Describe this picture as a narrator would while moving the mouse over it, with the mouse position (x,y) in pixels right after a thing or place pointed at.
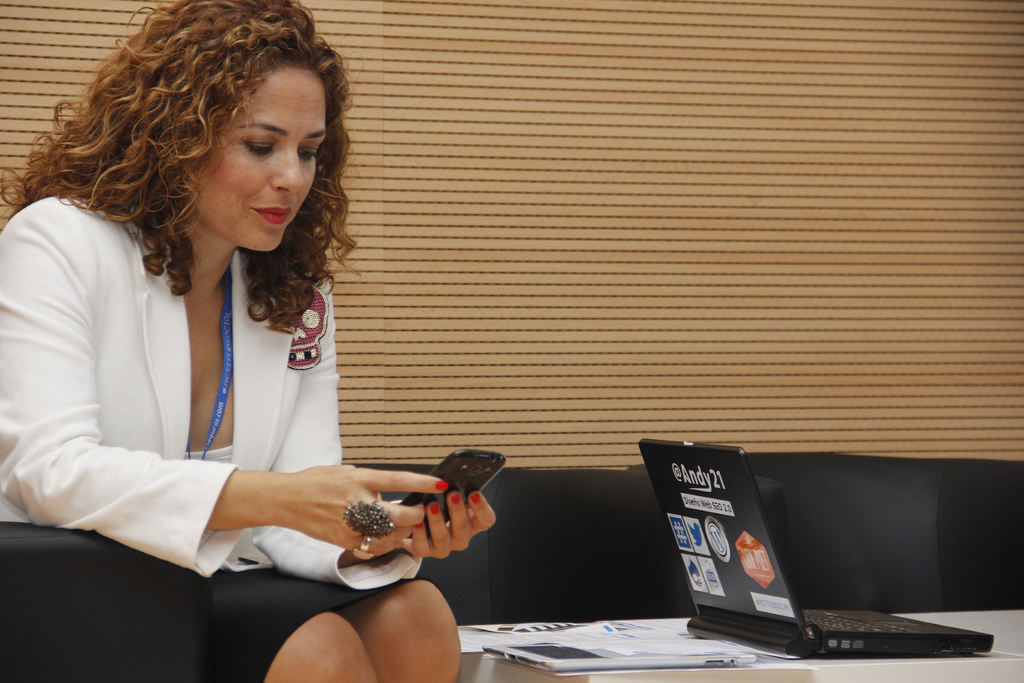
On the left side of the image (119,351), we can see a woman (234,386) is sitting on a chair (91,611) and holding a mobile (431,499). She is looking towards mobile (444,474). At the bottom (825,641), we can see laptop (738,613), few objects (614,637). Background (991,591) we can see chairs (553,516) and wall (544,215).
